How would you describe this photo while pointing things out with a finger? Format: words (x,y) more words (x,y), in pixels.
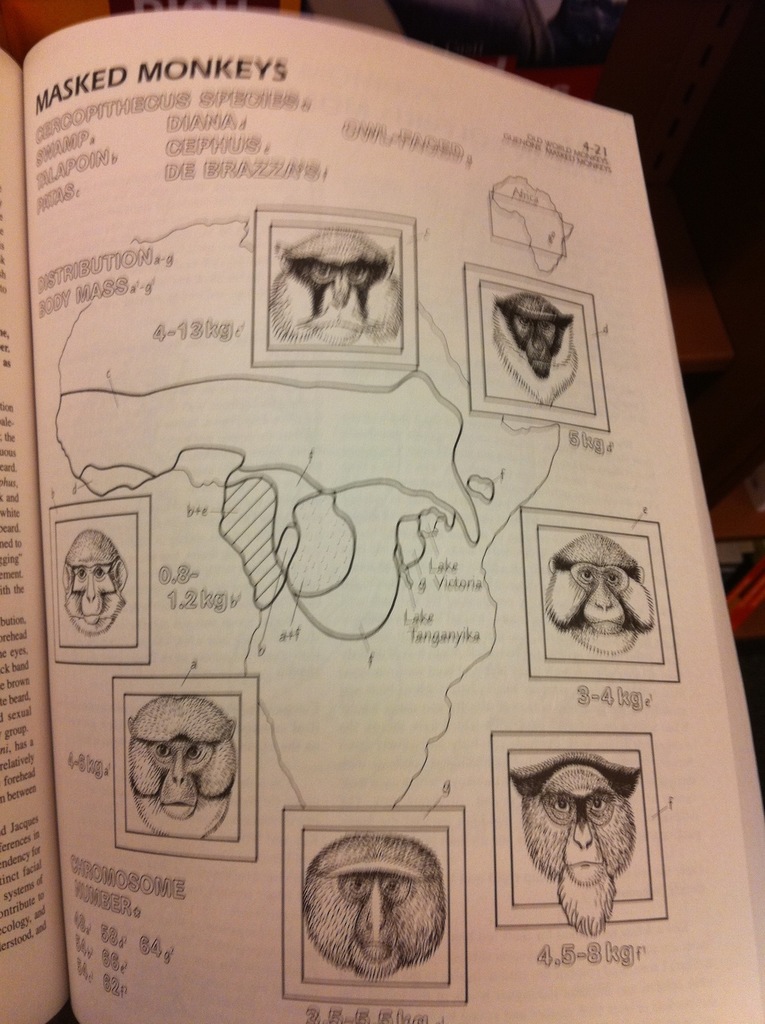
In this picture there is a book (415,622). At the top (626,49) can see the books (478,35) and shelves (654,66). In the book (190,853) we can see the depictions (416,850) of the animals (513,781).
